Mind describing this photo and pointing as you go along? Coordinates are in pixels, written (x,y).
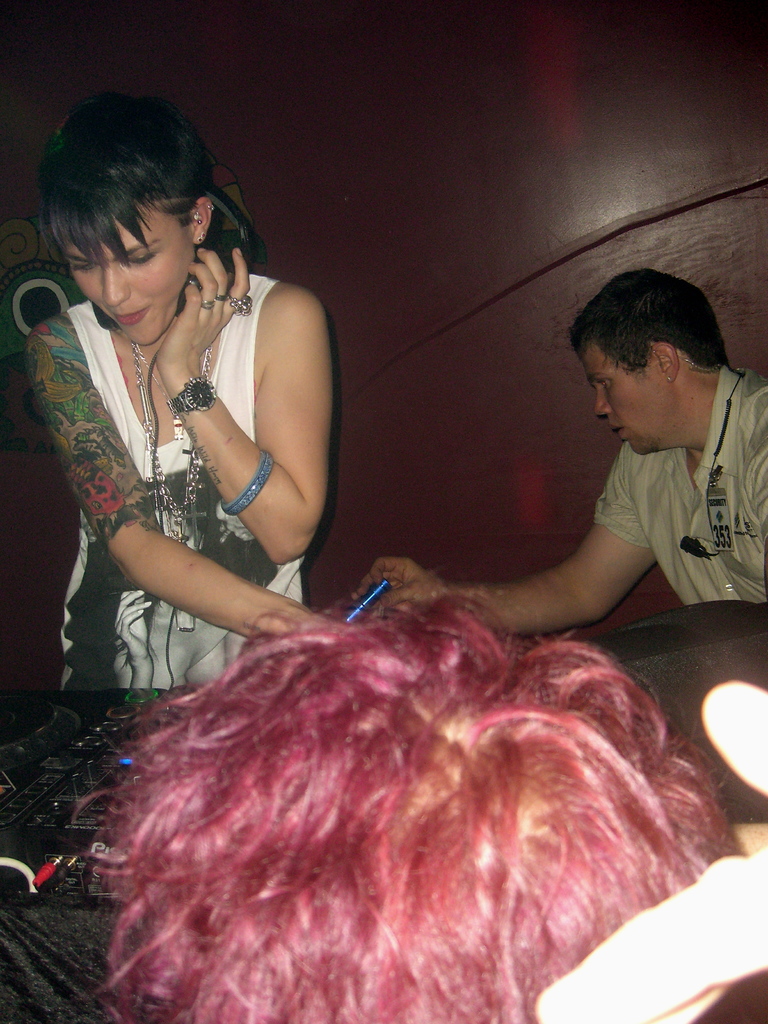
In this image there are two people (678,558) standing, one is holding a headset (247,222) and the other one is holding an object (374,596), in front of them there is an equipment (73,821). In the foreground of the image (365,884) we can see the head (363,798) of a person (346,886) and the hand (698,930) of the other person (704,902). In the background (424,232) there is a wall (363,81).
